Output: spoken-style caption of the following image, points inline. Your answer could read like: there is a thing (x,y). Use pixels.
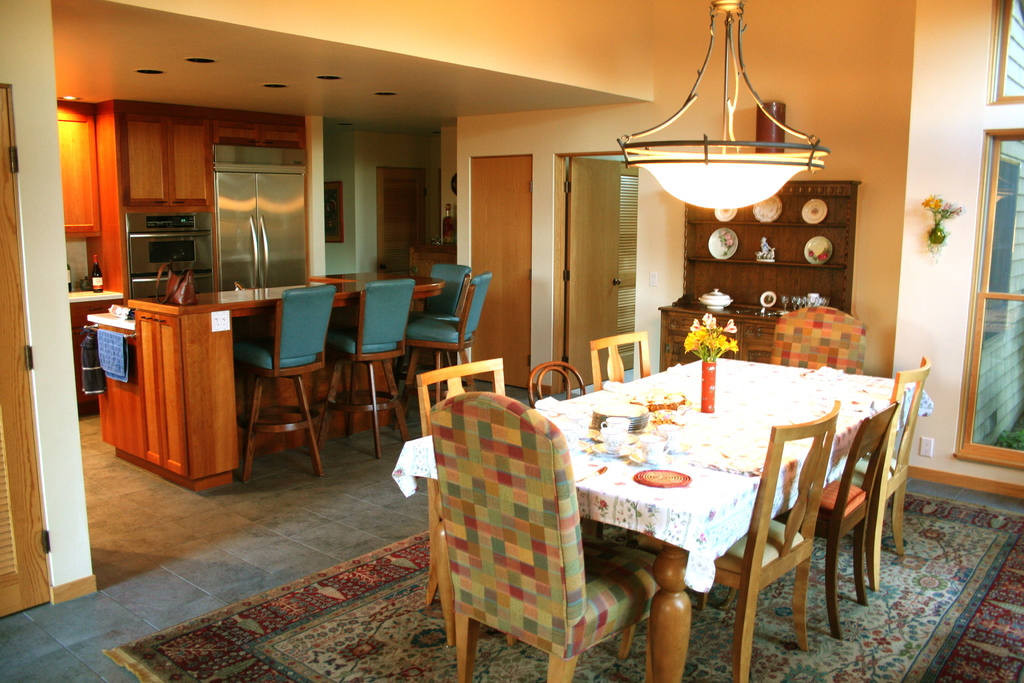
In the foreground of this image (455,463), there are chairs (882,487) around the table (688,463) on which, there is a flower vase (711,377) and few objects (641,452). At the top (732,190), there is a chandelier (732,168). In the background (808,282), there are platters (719,234) in the shelf (781,261), a dish bowl (727,297) on the wooden surface (759,308), flower vase (944,224) on the wall (966,216), cupboards (771,327), few doors (528,227), chairs (300,332), a bag (180,279) on the table (227,297) and few metal objects (264,232).
